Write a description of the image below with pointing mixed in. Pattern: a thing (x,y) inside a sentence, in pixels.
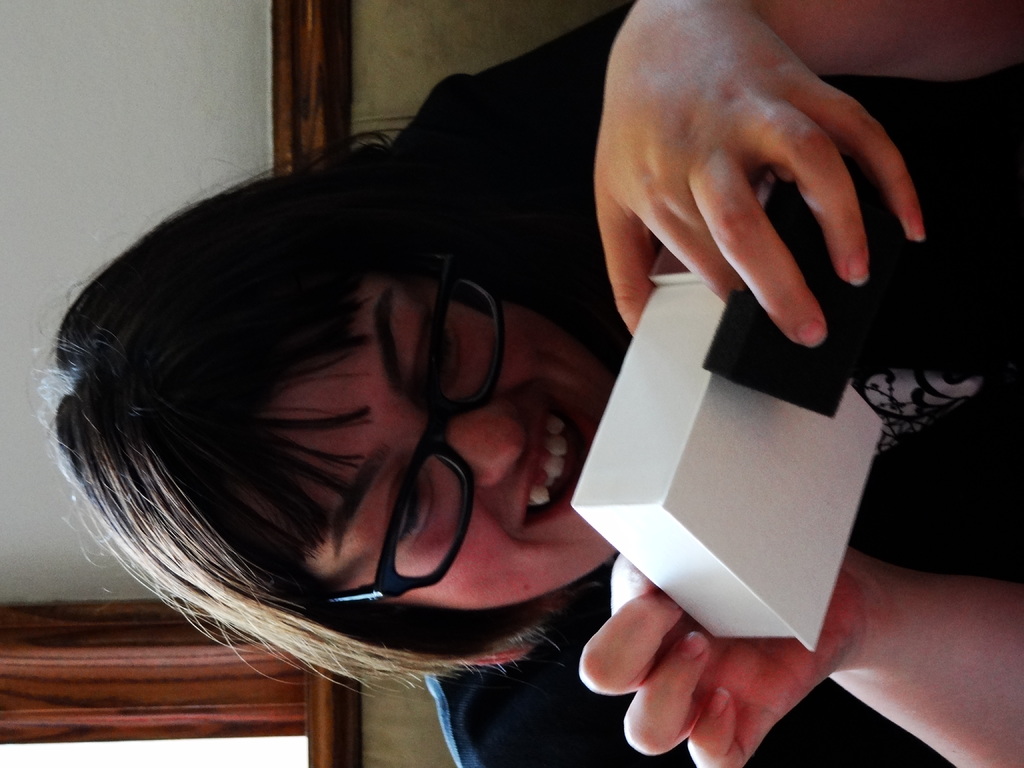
At the bottom of the picture (901,529), we see the girl (500,527) in black T-shirt (934,490) is sitting on the chair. She is holding a white box (654,445) in her hands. She is wearing spectacles (466,348). Behind her, we see a wall (110,186) in white color. Beside that, there is a wooden trim (177,682) in brown color. This picture is clicked inside the room (187,149).
